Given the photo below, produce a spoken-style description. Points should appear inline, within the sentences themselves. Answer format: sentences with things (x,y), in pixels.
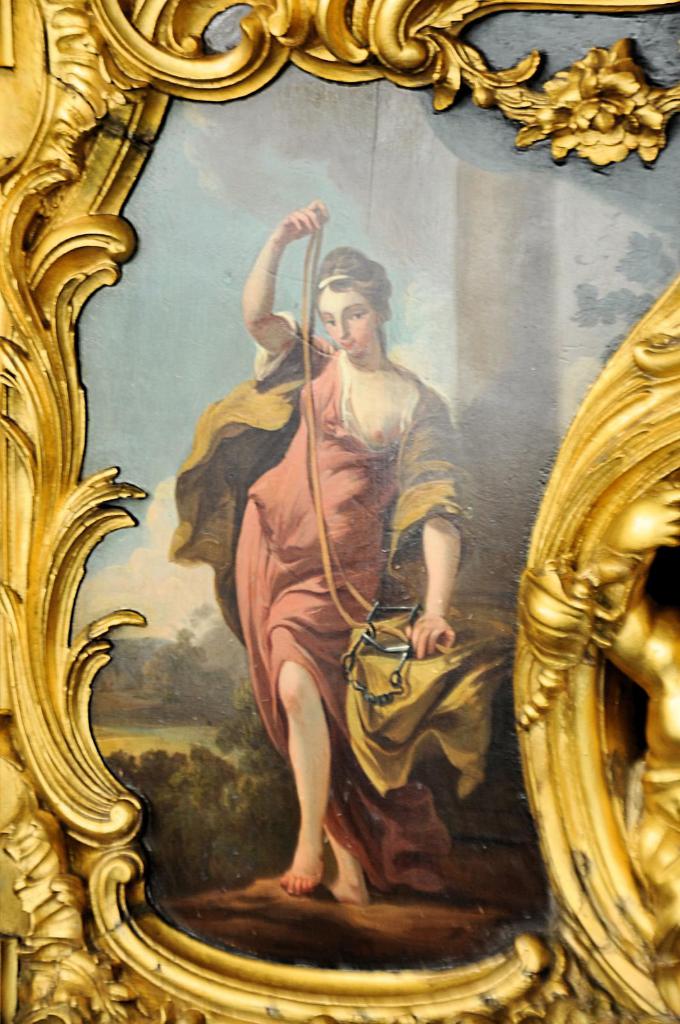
In this picture I can observe a photo frame (144,957) which is in gold color. In this frame (77,162) there is a woman (275,582) wearing pink color dress (312,549).
